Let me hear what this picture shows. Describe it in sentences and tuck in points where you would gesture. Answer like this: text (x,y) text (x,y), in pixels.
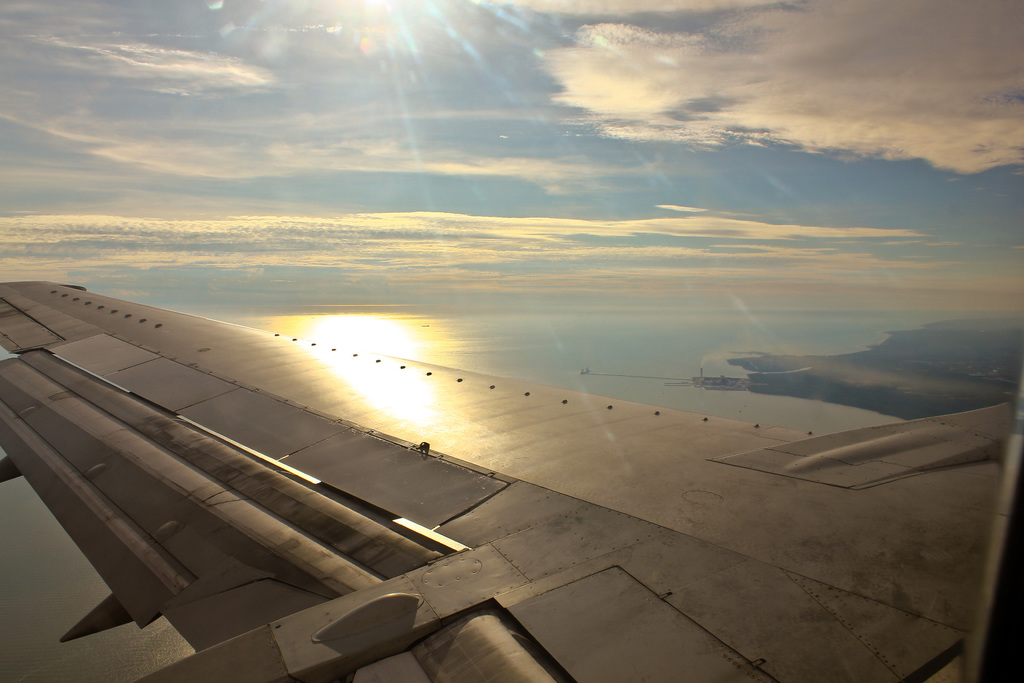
In front of the picture, we see the part of an airplane (439,416). In the background (554,359), we see water (607,362) and this water (658,389) might be in the sea (655,329). At the top (499,147), we see the sky (448,175) and the clouds (621,266). We see the reflection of the sun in the water (615,349).
